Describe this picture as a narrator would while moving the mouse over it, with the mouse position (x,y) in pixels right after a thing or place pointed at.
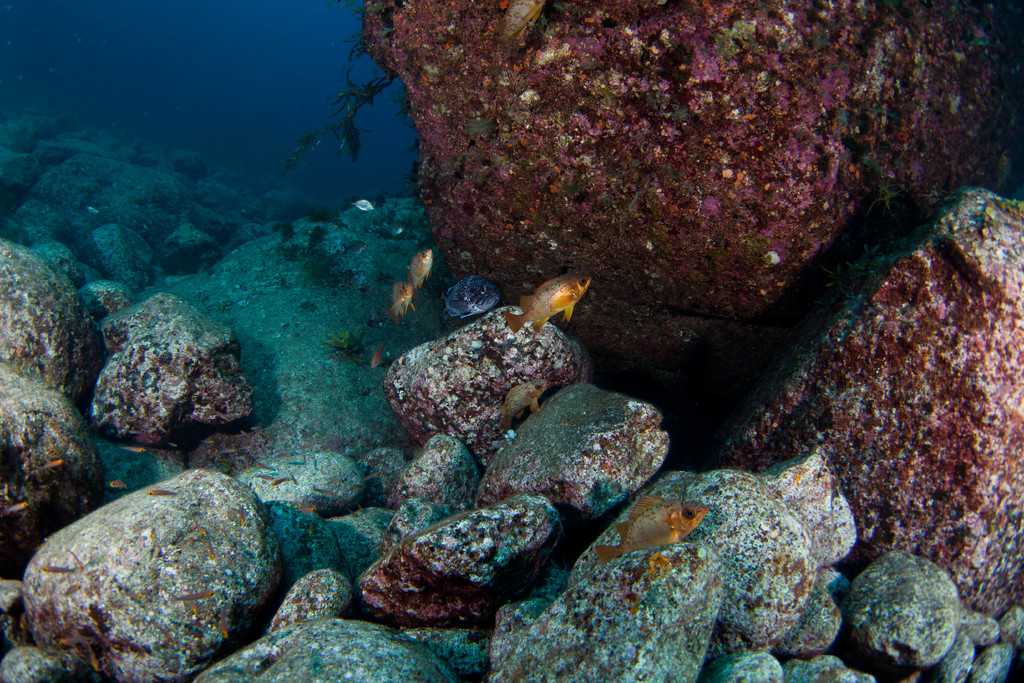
This image is taken inside the water (257,164) where we can see that there are small fishes (631,539) in the water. At the bottom (322,520) there are stones (269,464). On the right side (757,159) there is an algae (677,193) on the stones (744,203).
